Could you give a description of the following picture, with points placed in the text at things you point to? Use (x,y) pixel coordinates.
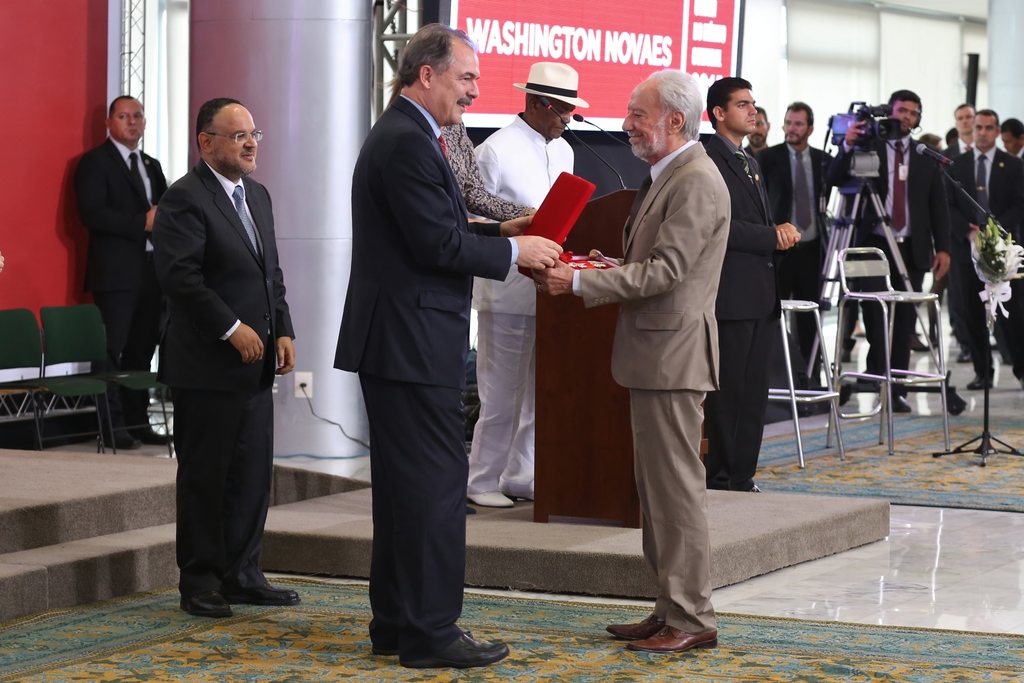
In this picture I can see there are some people (532,72) standing here and in the backdrop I can see these two people (584,281) are holding a red color object (574,260) and there are some chairs (102,342) and these people (922,197) are holding camera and there is a screen (671,31) and a banner (652,19) in the backdrop (68,189).
